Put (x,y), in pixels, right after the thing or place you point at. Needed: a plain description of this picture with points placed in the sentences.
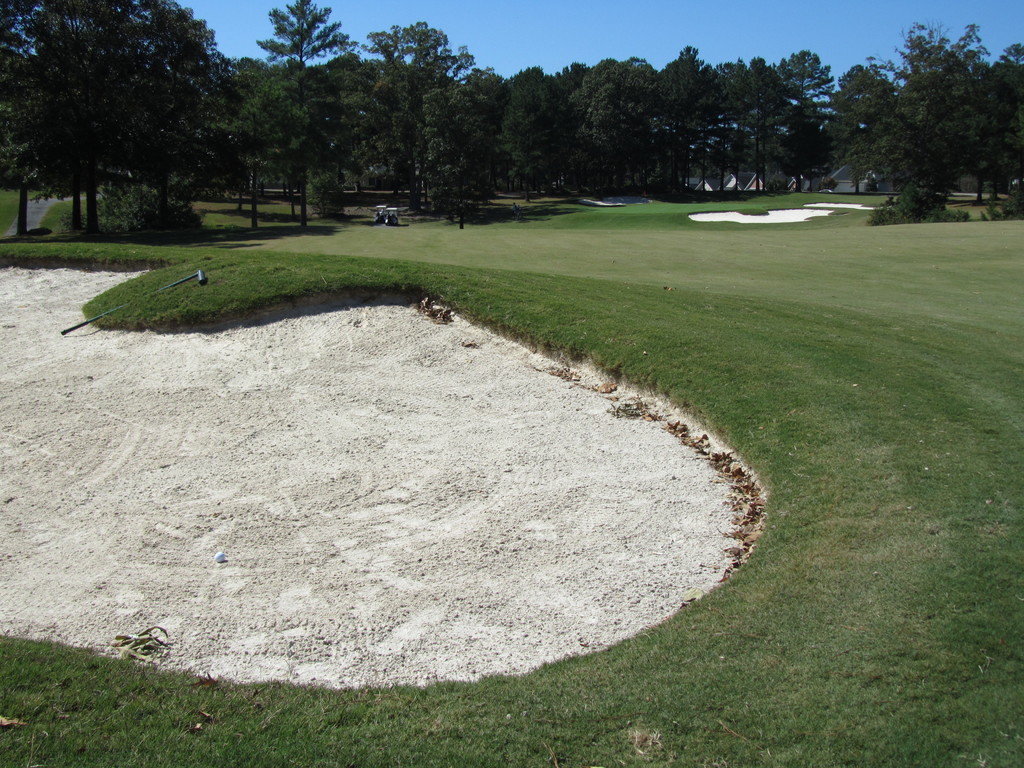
This image is taken outdoors. At the top of the image (605,27) there is the sky (437,20). In the background (912,177) there are many trees (777,113) and plants (133,188) on the ground (139,233). At the bottom of the image (507,722) there is a ground (860,633) with grass (401,271) on it.
